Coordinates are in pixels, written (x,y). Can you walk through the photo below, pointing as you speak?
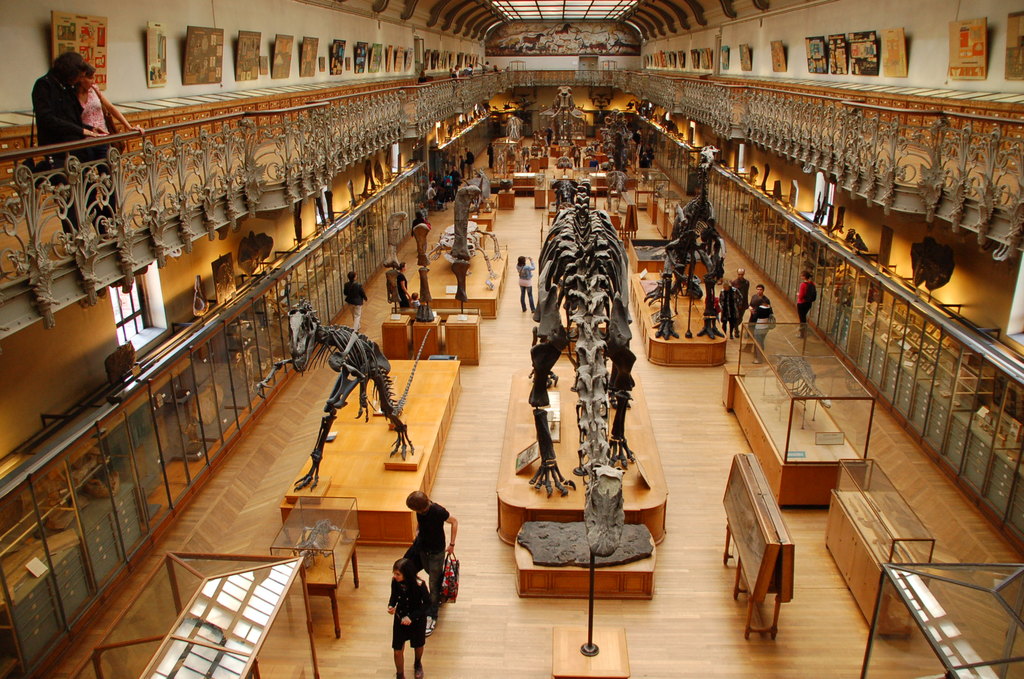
This is a museum (422,339) in which there are skeletons (338,374) of big animals (541,402) and there are many people (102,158) here on the floor (458,422). On the left wall (120,50) there are frames (96,40) and also on the right wall (750,42) there are frames (838,48). We can also see tables (646,439) on the floor (701,451) and also window (135,330).
